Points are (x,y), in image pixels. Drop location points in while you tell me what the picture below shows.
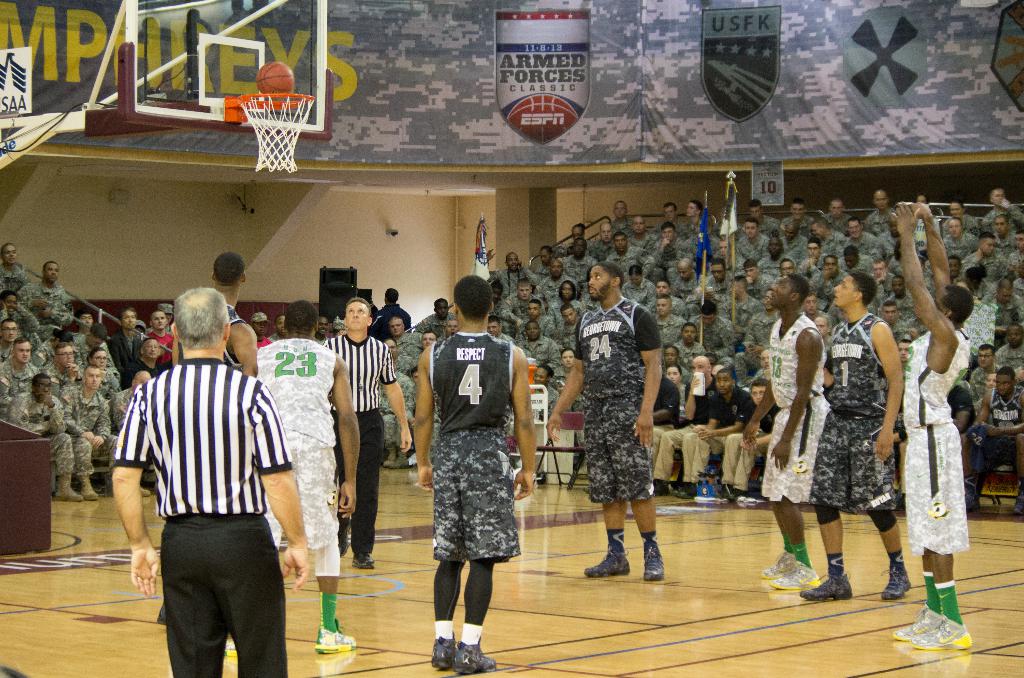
In this picture there are people (801,281) in the center of the image (626,436), they are playing basket ball and there are other people (996,275) those who are sitting on the chairs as audience (26,395) in the background area of the image (389,459).
